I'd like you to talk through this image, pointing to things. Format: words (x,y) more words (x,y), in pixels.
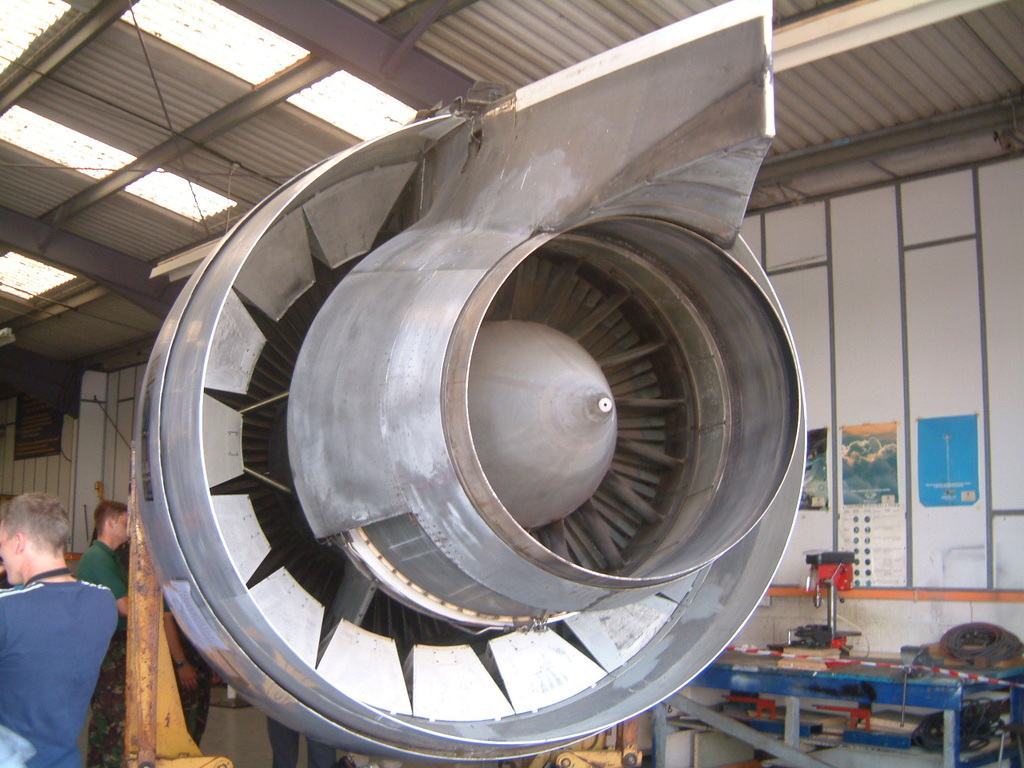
In this picture there are people (9,664) standing and we can see machine (724,178), table (829,667), objects (972,726), caution tape (858,660) and posters (847,435) on the wall (880,421). At the top of the image (350,94) we can see lights (353,78).
